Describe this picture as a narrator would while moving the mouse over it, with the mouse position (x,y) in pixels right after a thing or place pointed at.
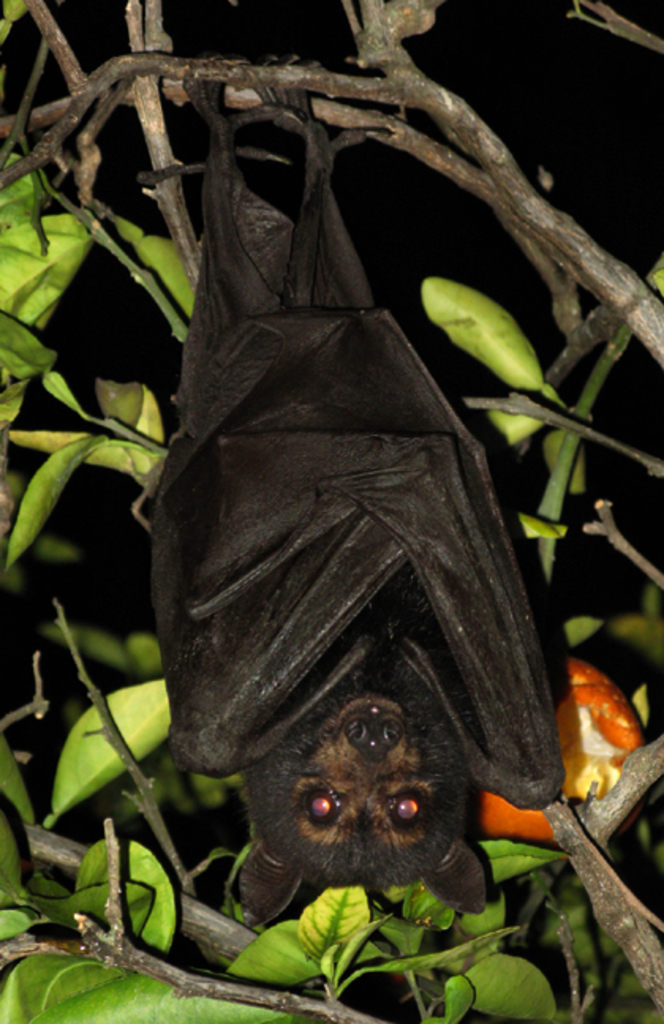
In this picture we can see a bat (440,629) is hanging to the branch (170,84). Behind the bat (262,593), there are leaves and the dark background (548,97).
